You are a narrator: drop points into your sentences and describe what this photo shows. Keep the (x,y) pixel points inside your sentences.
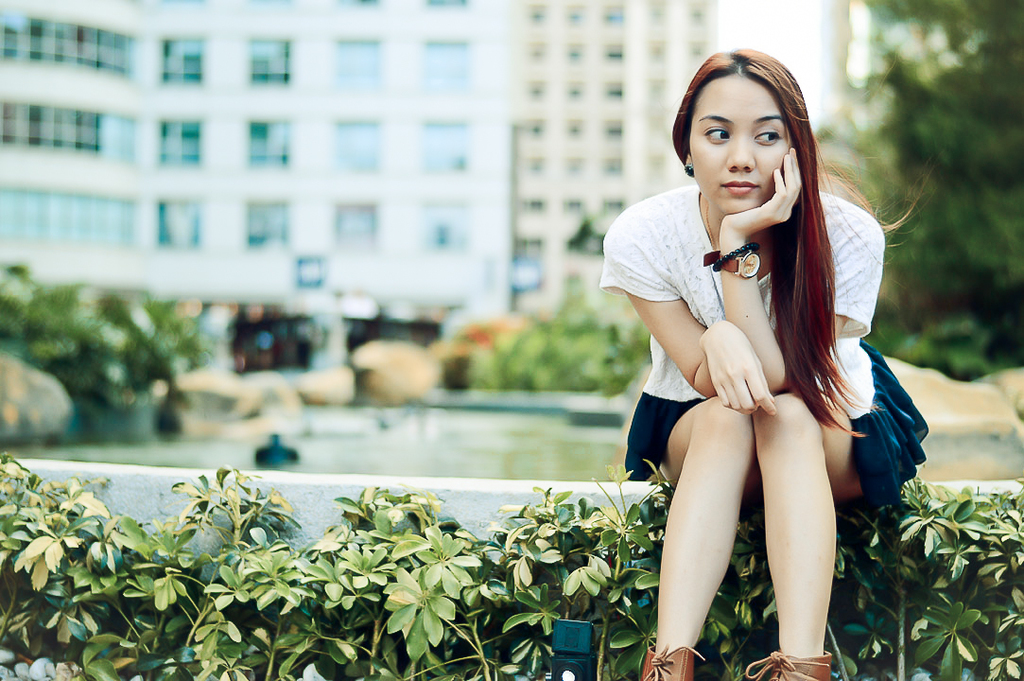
This is an outside view. On the right side (698,266) there is a woman (710,452) sitting on a wall (472,493) and looking at the right side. Beside the wall (160,494) there are few plants (321,588). In the background (325,215), I can see few buildings (248,188), trees (105,337) and rocks (255,395). In the middle of the image (510,437) there is a pool (440,439).
